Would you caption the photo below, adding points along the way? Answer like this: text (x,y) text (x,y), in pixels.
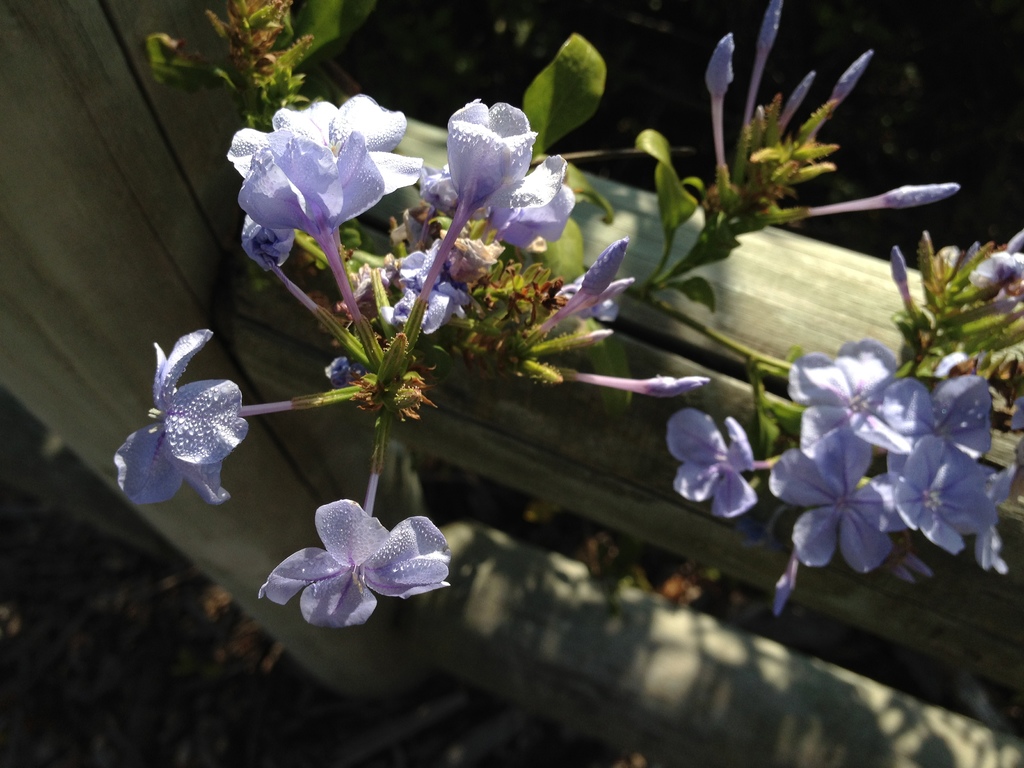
In the image there are few plants (765,438) and there are beautiful flowers (527,209) to the plants (390,324).
